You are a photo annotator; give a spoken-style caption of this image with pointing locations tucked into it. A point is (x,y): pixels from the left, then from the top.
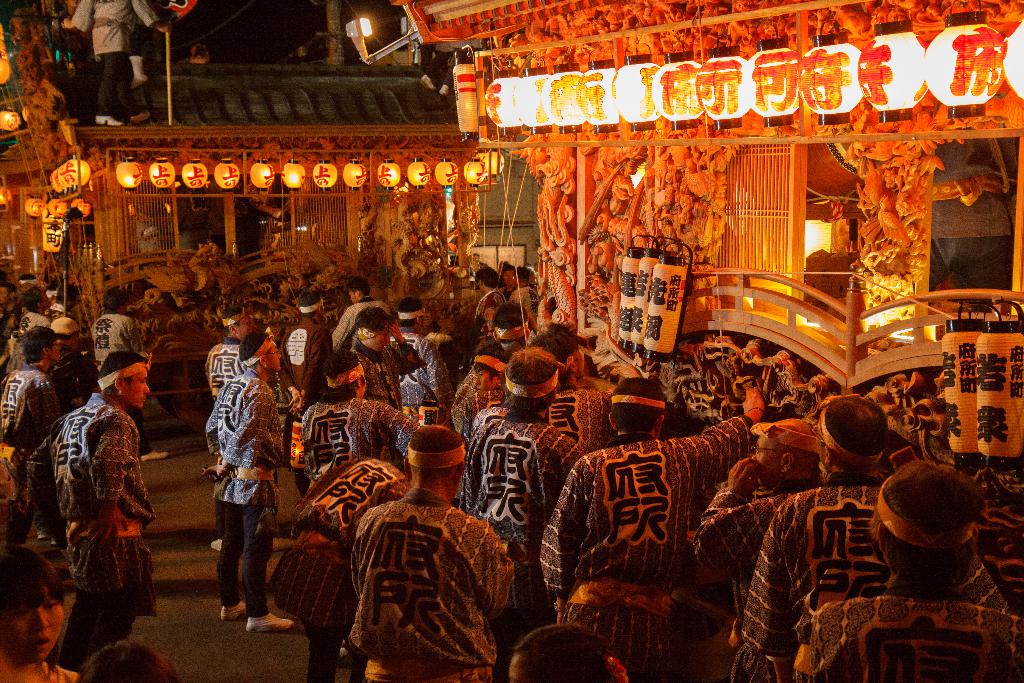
To these houses (328,236) there are lights (447,166), grills (314,205) and objects (998,363). People (880,411) are on the road (217,510). These people (114,24) are standing above this house (90,119).
